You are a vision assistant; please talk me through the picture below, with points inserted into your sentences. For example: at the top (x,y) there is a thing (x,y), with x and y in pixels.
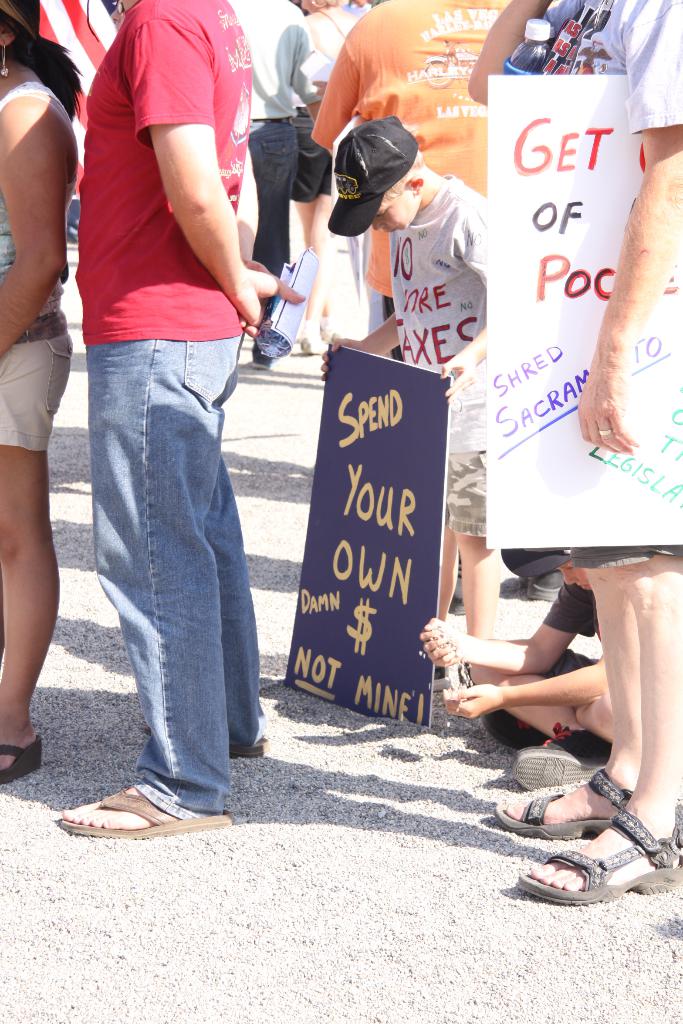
This image consists of so many persons (6,80). They are holding boards (305,586). One person (512,664) is sitting on the right side (507,673). Rest of all are standing.
